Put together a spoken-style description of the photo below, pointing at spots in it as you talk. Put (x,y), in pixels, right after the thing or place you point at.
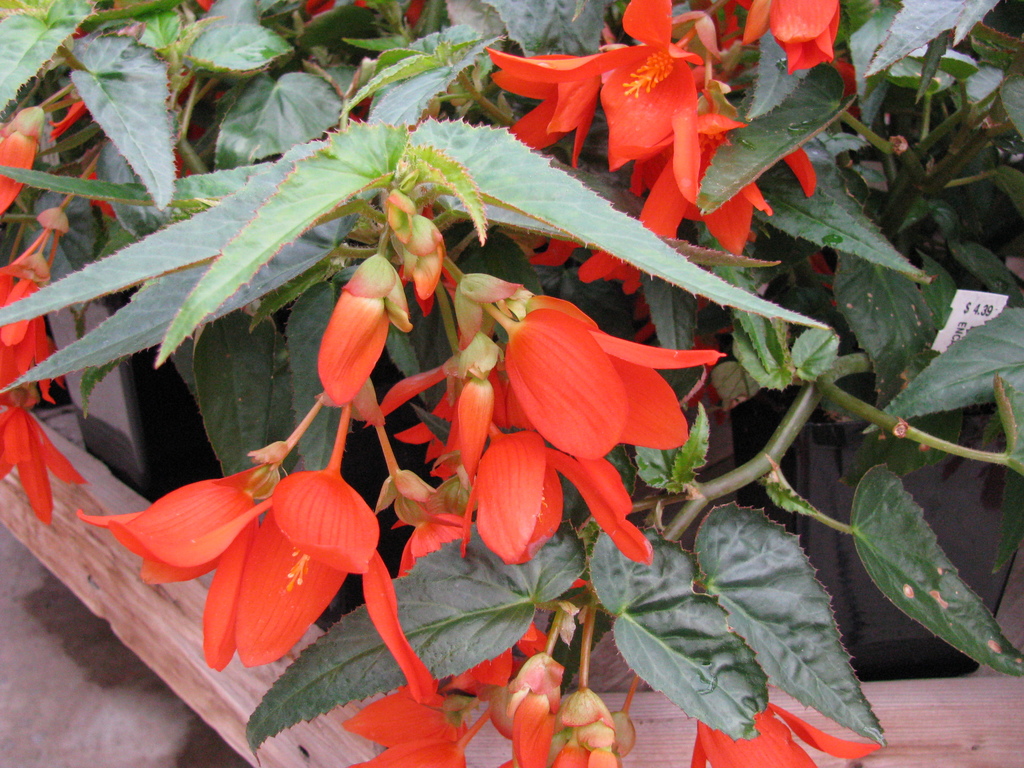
In the middle of the image (373,281) there is a pot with a plant (601,182) in it. There are a few flowers (242,502) which are red in color and there are a few green leaves (277,182).
